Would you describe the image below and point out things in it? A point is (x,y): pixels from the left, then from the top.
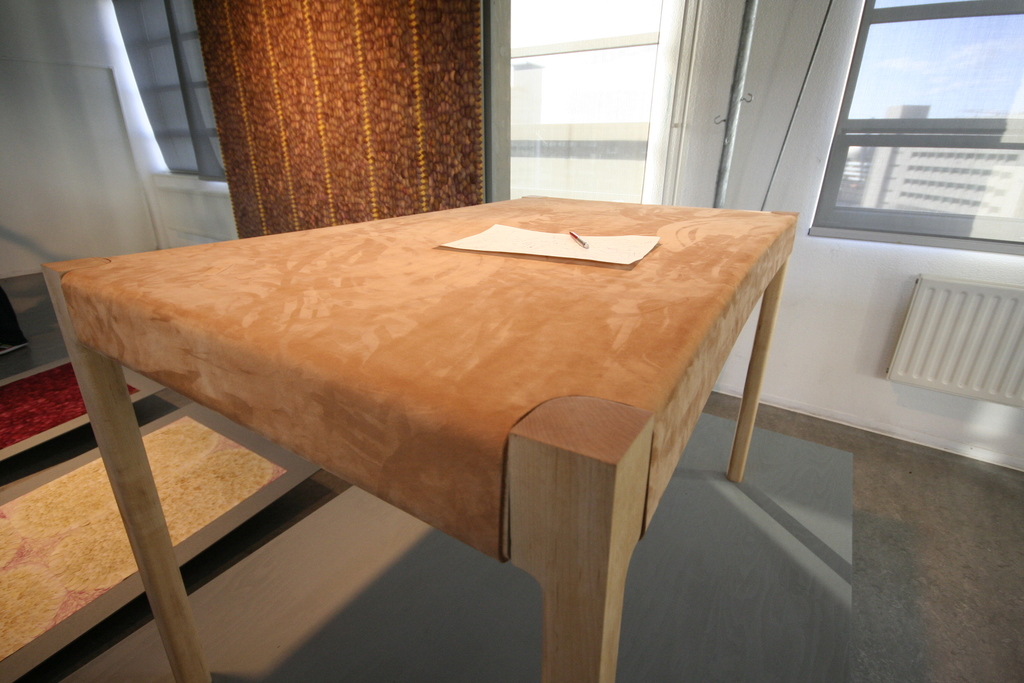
This image consists of a table (499,337). On that there is a paper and pen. There is a window (907,160) on the right side (900,234).
